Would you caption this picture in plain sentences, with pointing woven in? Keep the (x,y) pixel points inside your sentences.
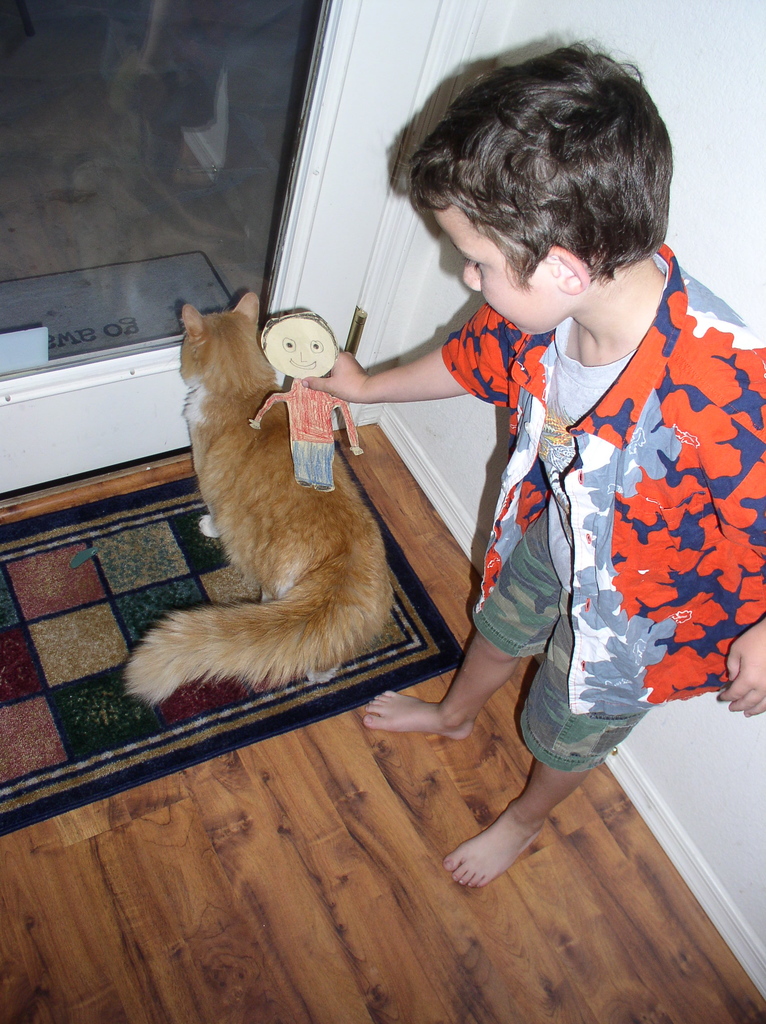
The boy (612,701) on the right corner of the picture (530,532) wearing a red shirt (573,510) is holding the doll (264,412) in his hand (359,383) and beside him, we see a cat (238,440) sitting on the door mat (226,684). Beside that, we see a glass door (68,309). Behind the boy (568,305), we see a white wall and this picture is clicked inside the room (349,851).
